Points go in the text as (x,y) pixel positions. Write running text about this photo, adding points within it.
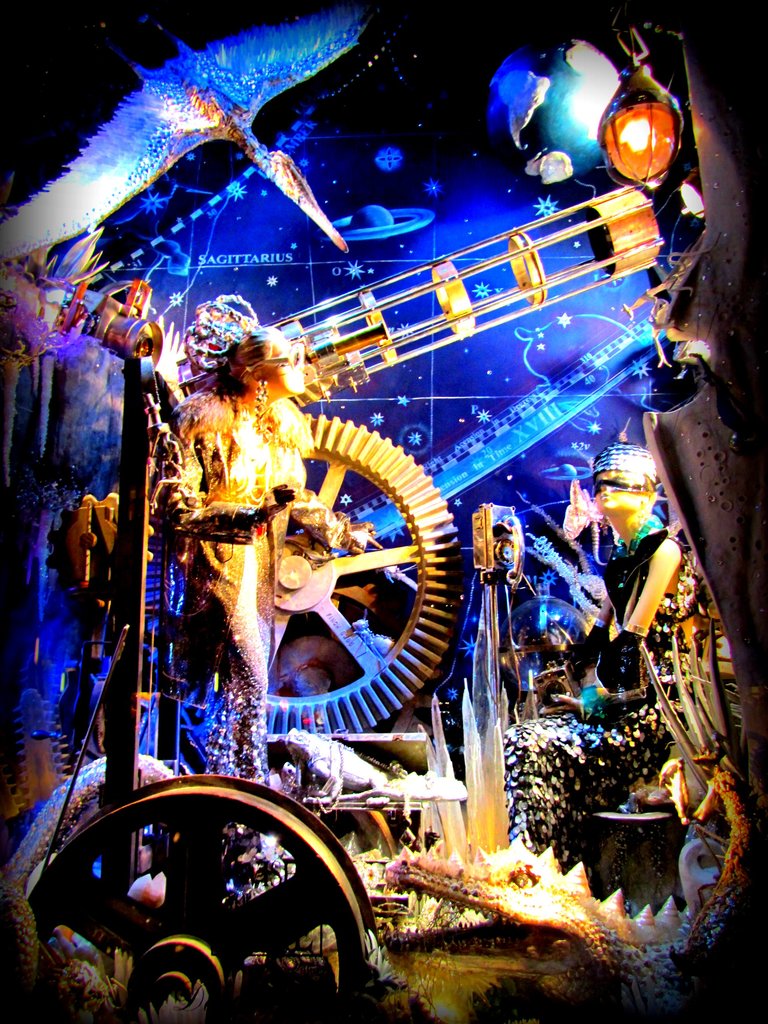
In this image we can see an animation picture, here is the statue (273,393), here is the wheel (262,903), here is the globe (562,119), here is the light (631,115), here is the animal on the ground (447,996).
